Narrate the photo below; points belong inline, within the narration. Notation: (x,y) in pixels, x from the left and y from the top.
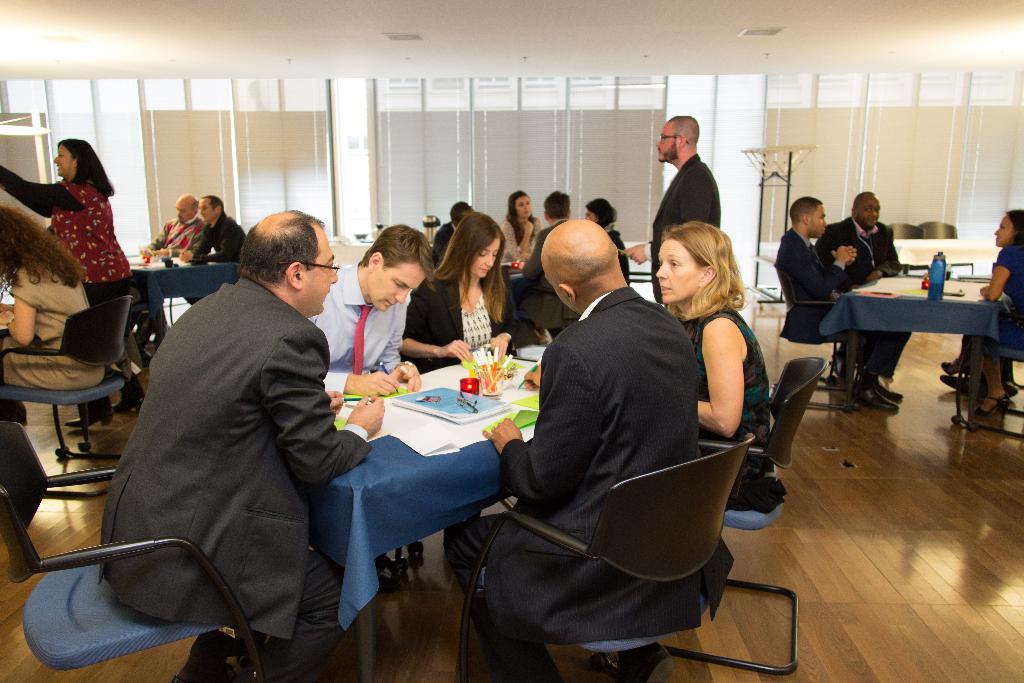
There are some people (290,399) sitting in the chairs (491,551) around a table (434,476) on which a book (460,415), paper (448,421) and pens (492,384) were placed. There are men (574,381) and women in this group (541,446). One of the man (691,194) is standing. In the background (532,147) there is a wall (399,154).
